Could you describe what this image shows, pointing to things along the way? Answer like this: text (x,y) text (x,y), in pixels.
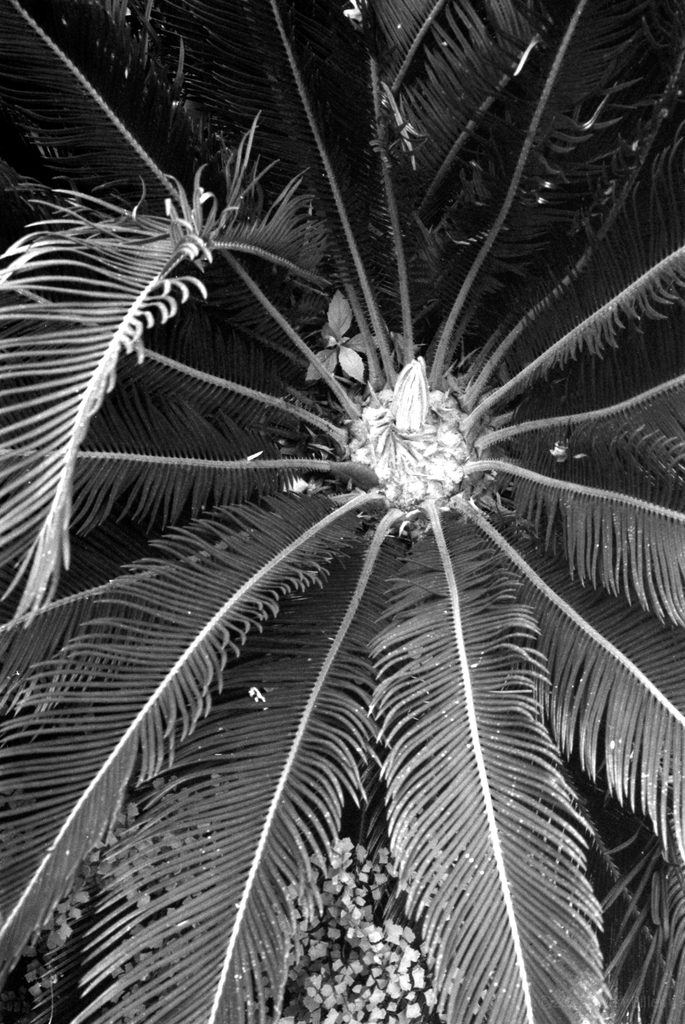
In the image there are long leaves (286,576) of a plant (553,334). It is a black and white image.
